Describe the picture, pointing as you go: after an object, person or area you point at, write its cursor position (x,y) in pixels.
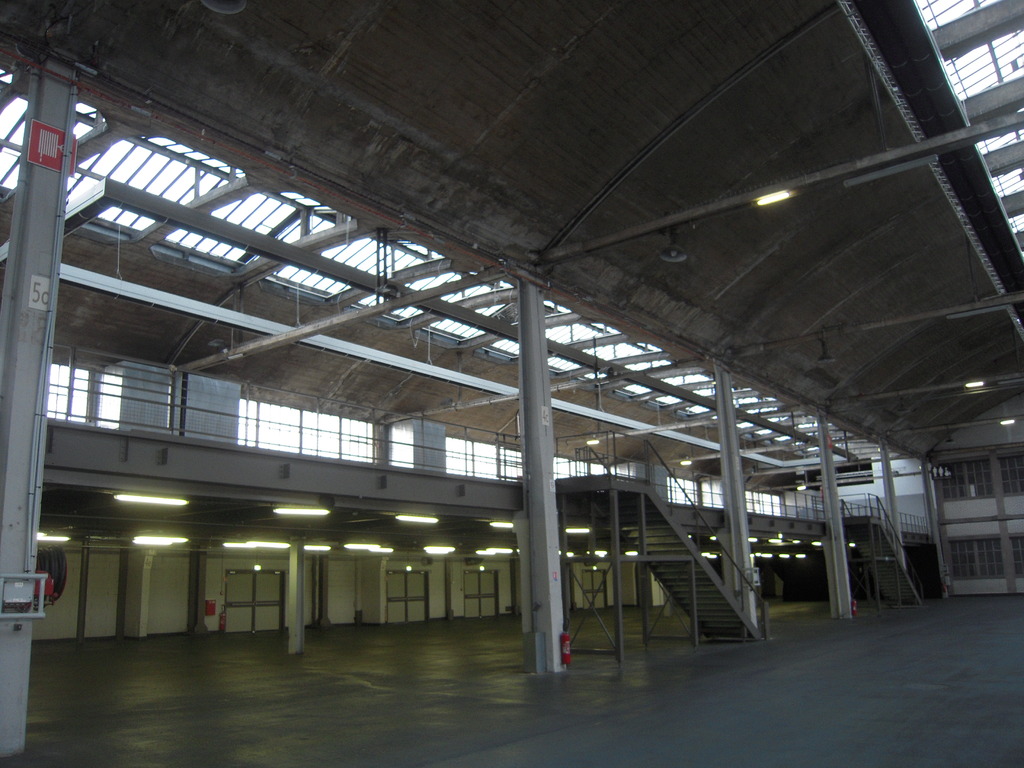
In the center of the image (623,499) we can see stairs (879,551), pillars (31,386), windows (70,392), doors (466,613) and wall (67,588).
